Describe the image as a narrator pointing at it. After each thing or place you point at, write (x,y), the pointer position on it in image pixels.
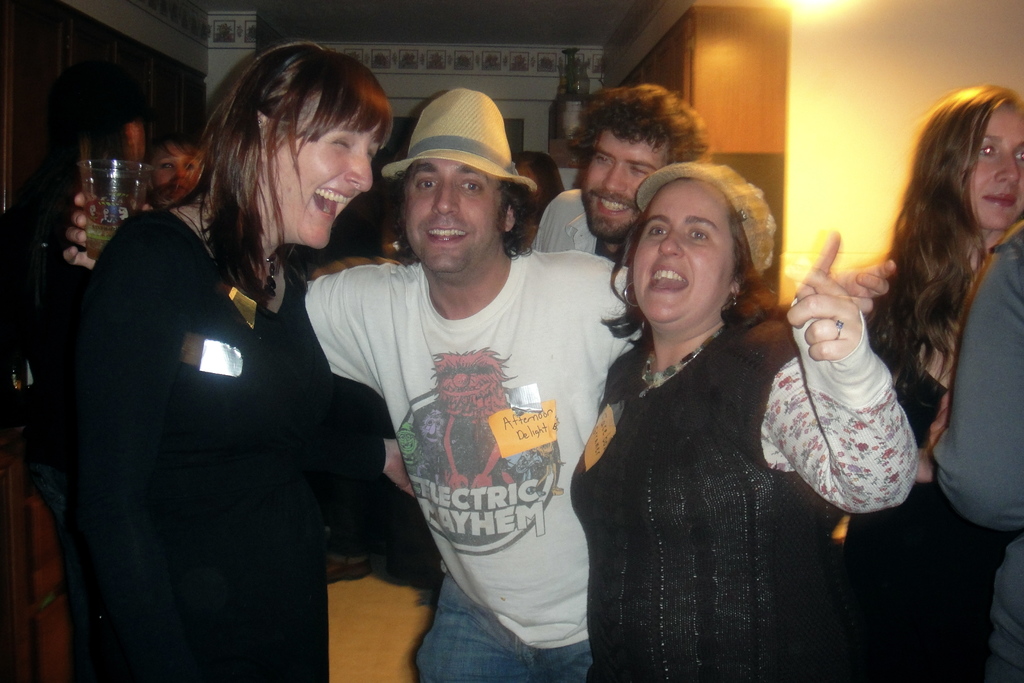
In the foreground of this picture (594,428), there are two woman (245,472) and a man (504,456) standing and smiling. In the background (978,289), there are persons (1005,279) standing, light (802,6) and a wall (466,55).
